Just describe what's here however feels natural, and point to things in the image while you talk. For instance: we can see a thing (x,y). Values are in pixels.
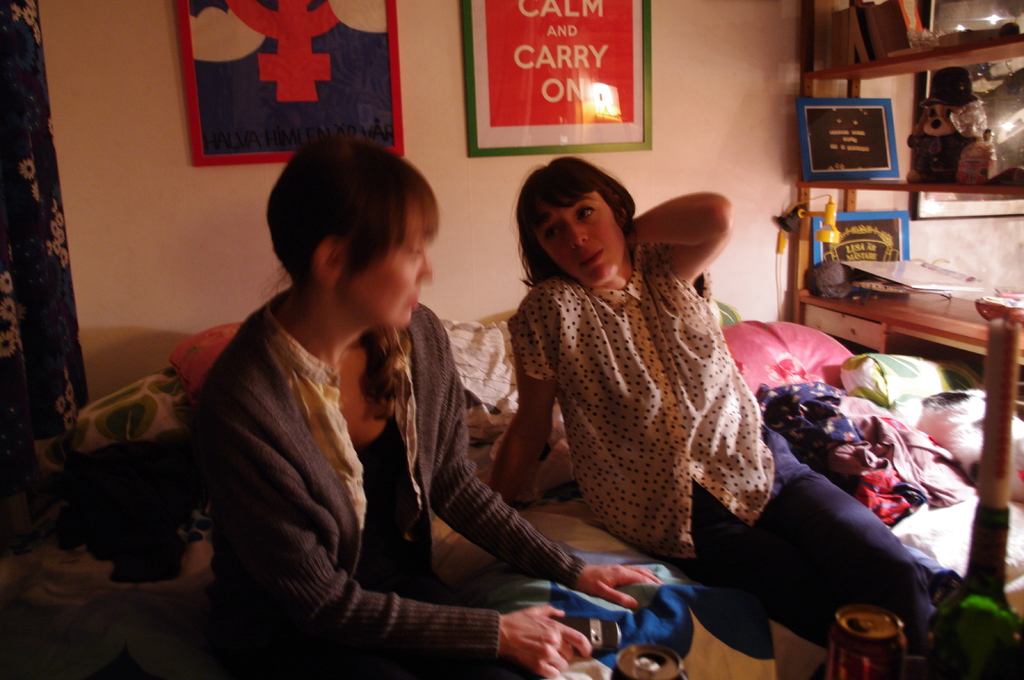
In this picture I can see there are two women (647,320) sitting on the bed (590,560) and speaking and the bed (497,436) has many clothes (818,422). There is a table (974,303) on to right side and there is a wall (665,43) in the backdrop (426,171).
